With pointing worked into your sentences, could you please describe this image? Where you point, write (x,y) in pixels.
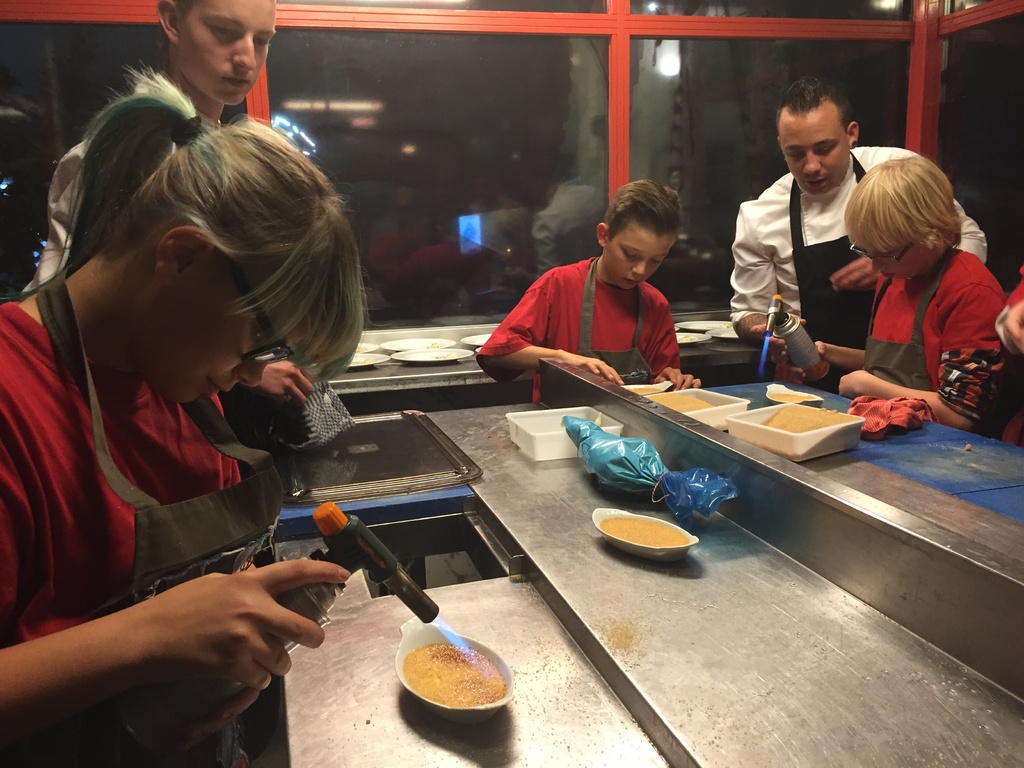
In this image there are three person (862,316) two children's (903,306). On table (693,695) there is a bowl (467,716) and food (436,668).
